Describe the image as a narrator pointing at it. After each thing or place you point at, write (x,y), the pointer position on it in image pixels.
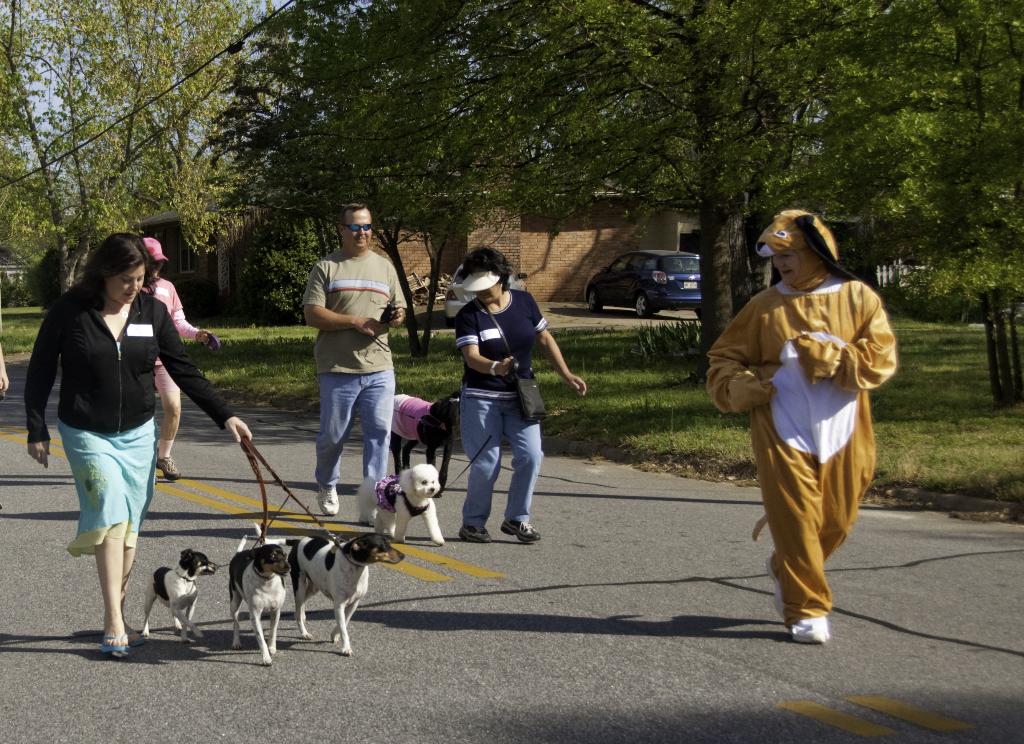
In this image there are few people (181,341) who are walking on the road (280,538) along with their dogs (295,570). On the right side (779,392) there is a person (791,426) walking on the road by wearing the costume (785,399). In the background (580,191) there are trees (454,100) and a house (554,241). In front of the house (596,268) there is a car (634,270).
